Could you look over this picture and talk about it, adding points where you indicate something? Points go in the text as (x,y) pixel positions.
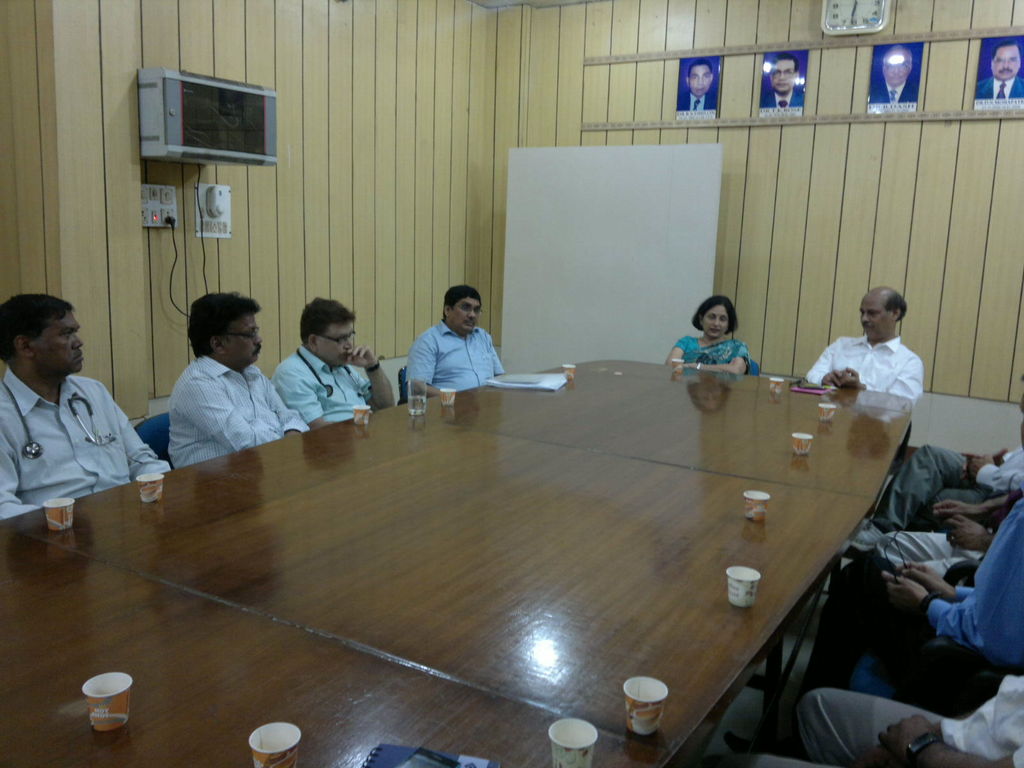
In the image it is a meeting there is a big table (683,482) and there are some cups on the table (585,415), around the table (585,415) there are few people (984,556) sitting and discussing, in the background (963,193) there is a wooden wall (866,57) to the wall (848,75) there are some photo frames (910,70) to the left (163,195) there is a switch board (163,195) there is also a clock (834,5).
